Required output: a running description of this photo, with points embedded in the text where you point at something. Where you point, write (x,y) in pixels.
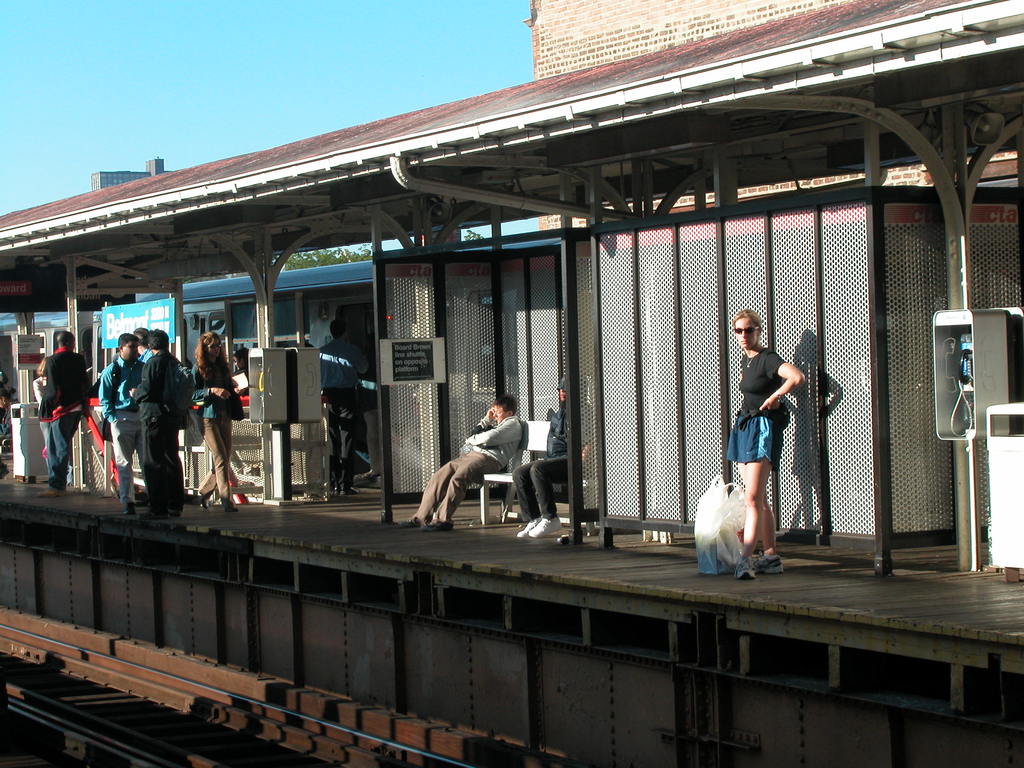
At the top (259,52) we can see the sky (336,52) and it seems like a sunny day. At the bottom (277,707) we can see the railway track (248,737). On the platform (879,581) we can see people (508,416) standing, sitting and walking. We can see the wall bricks (755,6), roof (507,127), beams (481,153) and pillars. We can see boxes (989,372), boards (118,315). On the right side (754,416) we can see a woman (769,363) wearing a black t-shirt (764,378), goggles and standing. We can see a cover (725,510) near to her on the platform (775,582).
